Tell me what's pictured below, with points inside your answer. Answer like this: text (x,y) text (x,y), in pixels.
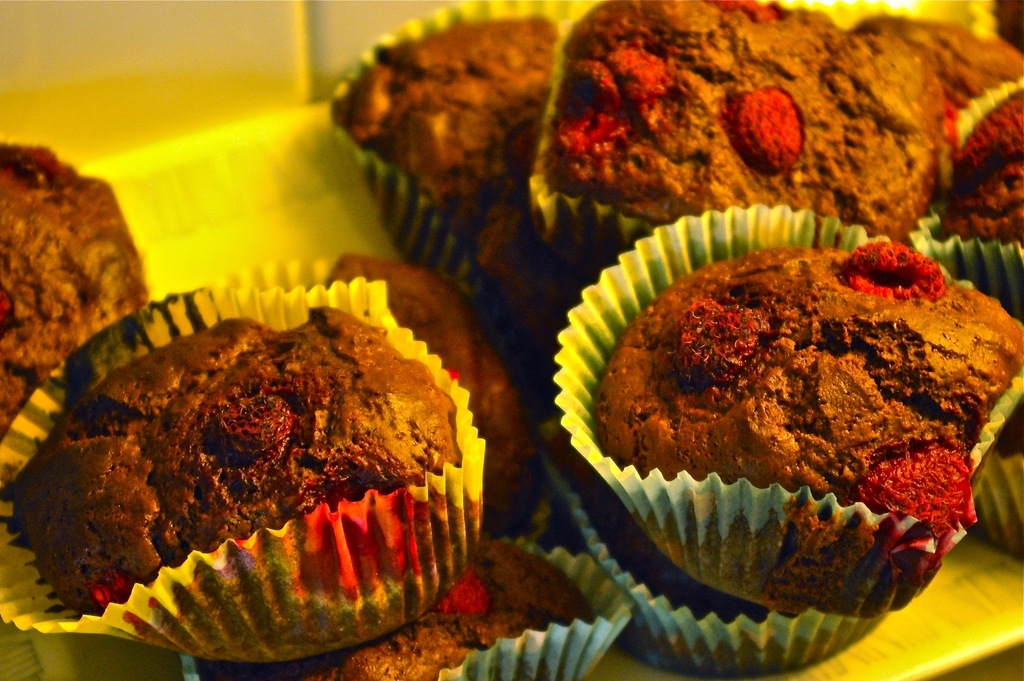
In this image I can see few brown colour cupcakes (514,246).
